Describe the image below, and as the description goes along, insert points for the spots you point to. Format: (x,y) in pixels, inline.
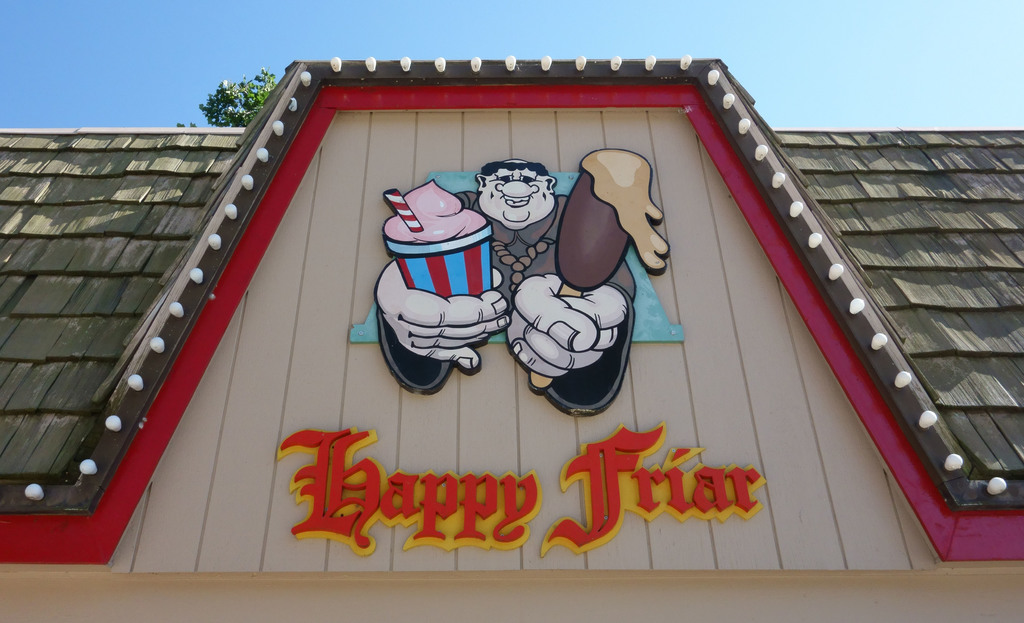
In this picture we can see a rooftop (950,252) with a sticker (644,177) and a name (721,474) on it, tree (255,111) and in the background (192,86) we can see the sky (886,39).
